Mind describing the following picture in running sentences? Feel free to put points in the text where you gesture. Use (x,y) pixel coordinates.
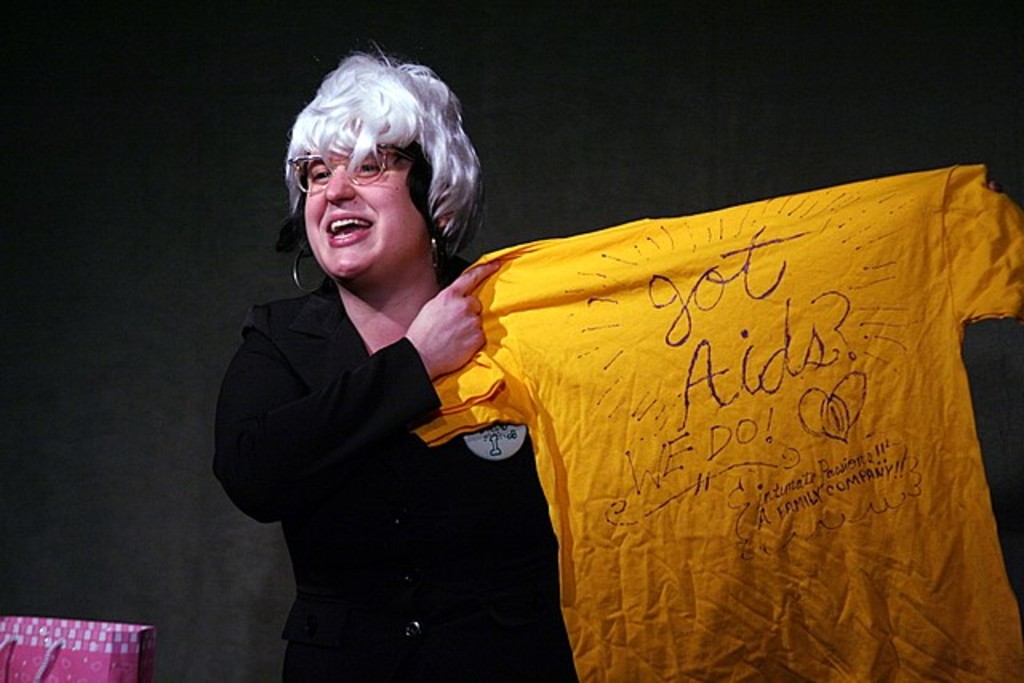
In the image we can see there is a woman (365,376) standing and holding a yellow colour t shirt (733,439) on which it's written ¨Got Aids?¨ and ¨We do¨. Behind there is pink colour bag (94,648).
